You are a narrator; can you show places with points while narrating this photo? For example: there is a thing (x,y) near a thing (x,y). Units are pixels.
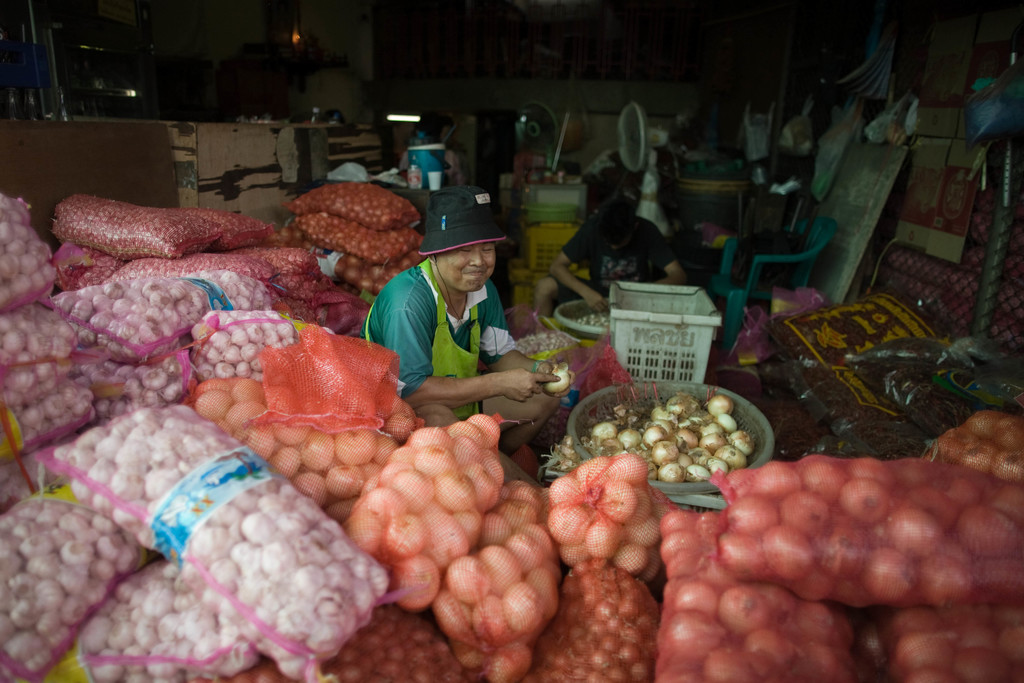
In the picture I can see some vegetables (364,287) are packed into bags (364,287). Here I can see a person (421,423) wearing apron (464,349) and hat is sitting. The background of the image (856,332) is dark, where I can see a person (630,266), chairs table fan (646,124) and a few more objects (592,166).
